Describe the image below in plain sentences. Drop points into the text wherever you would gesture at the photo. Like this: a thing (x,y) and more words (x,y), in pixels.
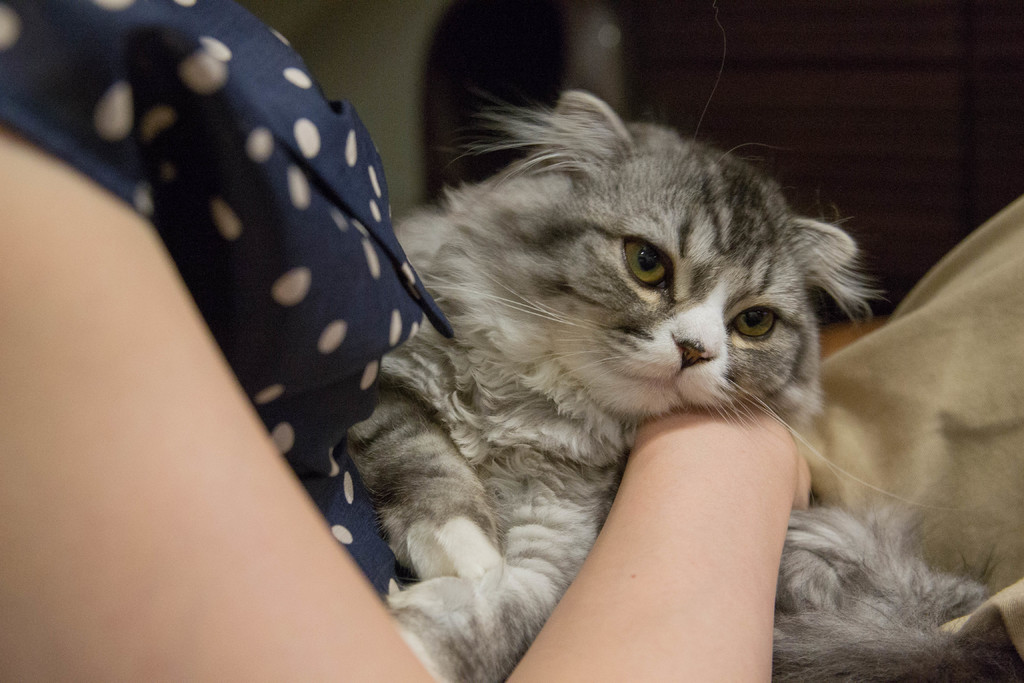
In this image, I can see a person (170,352) holding a cat (610,263). The background (372,54) looks blurry.
